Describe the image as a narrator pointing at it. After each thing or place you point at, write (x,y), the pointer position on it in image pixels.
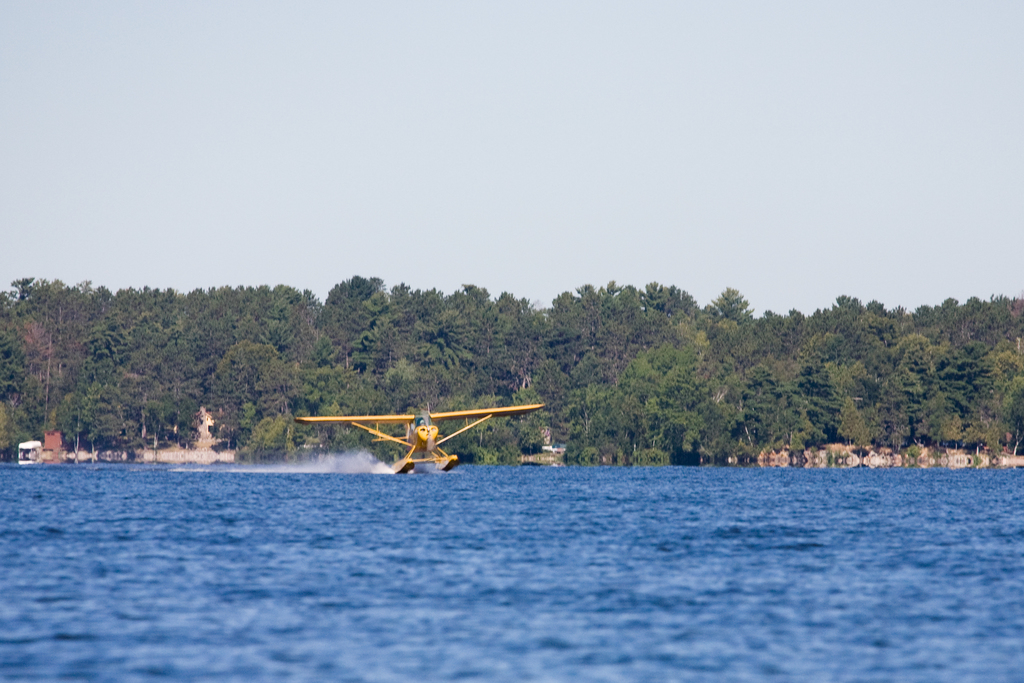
In this image I see the water (598,596) and I see an aircraft (411,422) over here which is of yellow in color and in the background (383,455) I see the trees (539,390) and the sky (456,165).
